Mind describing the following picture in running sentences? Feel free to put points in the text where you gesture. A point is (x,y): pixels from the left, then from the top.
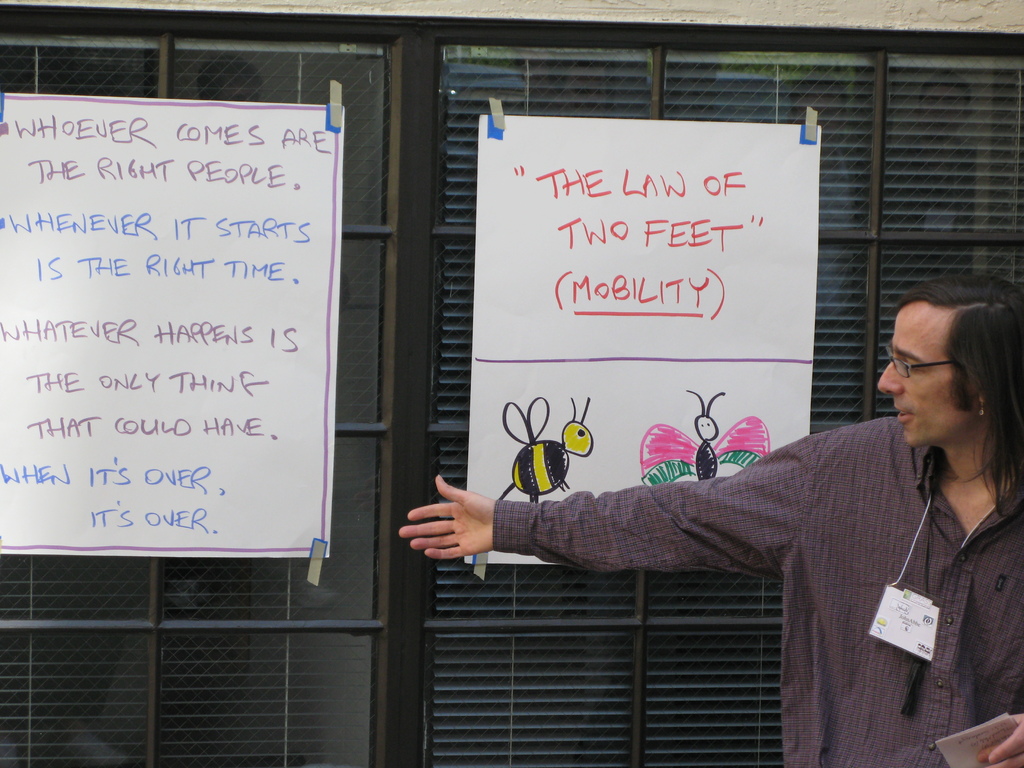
In this picture we can see a man (884,659) standing on the right side (871,644), in the background (603,610) there are window blinds (473,664), we can see two charts (576,311) pasted on window (349,608), we can see hand written text (178,235) and sketches (655,454) on charts (632,298).
